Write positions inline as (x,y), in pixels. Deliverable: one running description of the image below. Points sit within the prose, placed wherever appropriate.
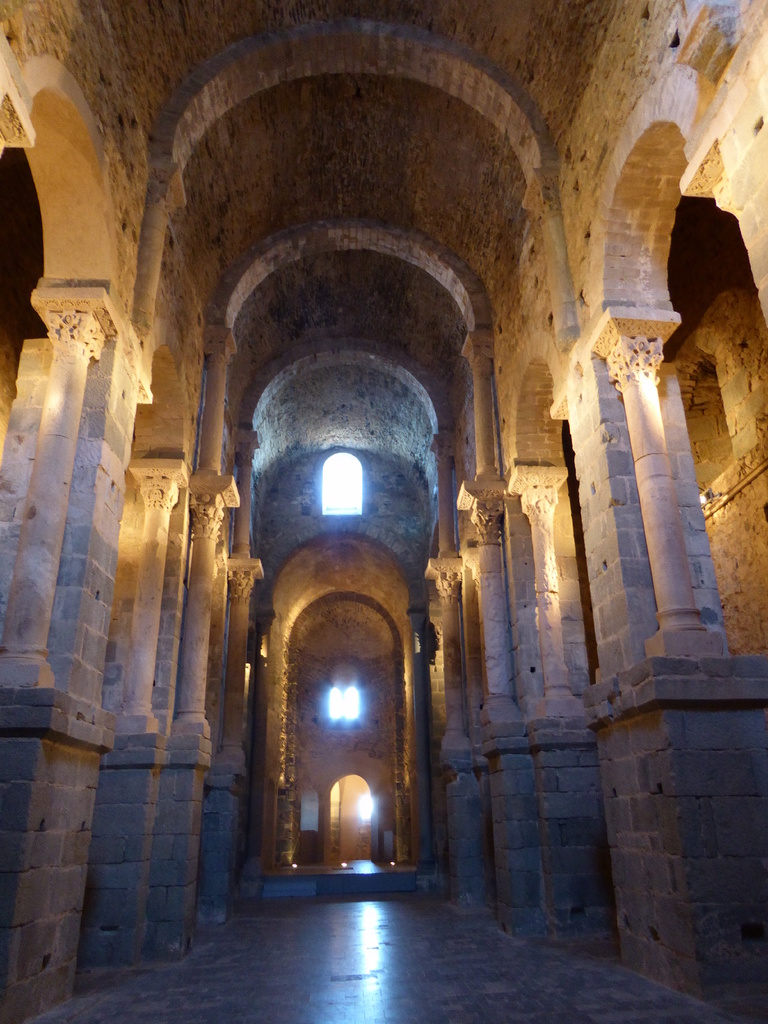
On the left (158,746) and right we can see pillars (437,580) and we can see a walls (376,582), windows (366,816) and at the top (227,159) we can see the roof (242,104).
